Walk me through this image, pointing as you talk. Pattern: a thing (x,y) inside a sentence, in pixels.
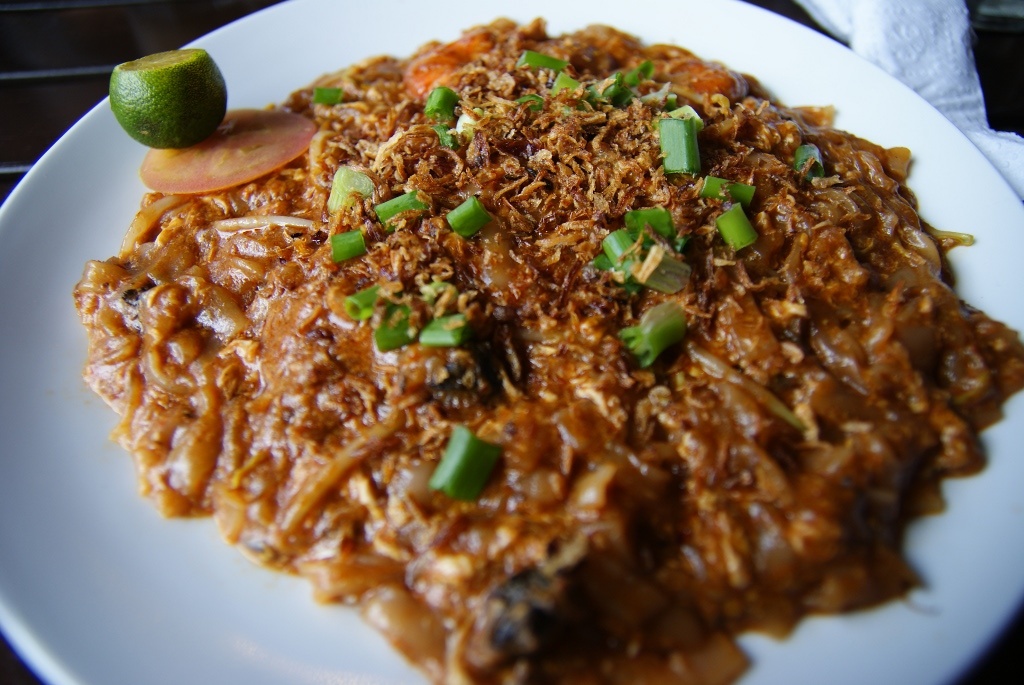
In the image we can see there is a food item (621,366) kept on the plate (153,644). There is a slice of tomato (227,151) and lemon (123,81) kept on the plate (3,344).
